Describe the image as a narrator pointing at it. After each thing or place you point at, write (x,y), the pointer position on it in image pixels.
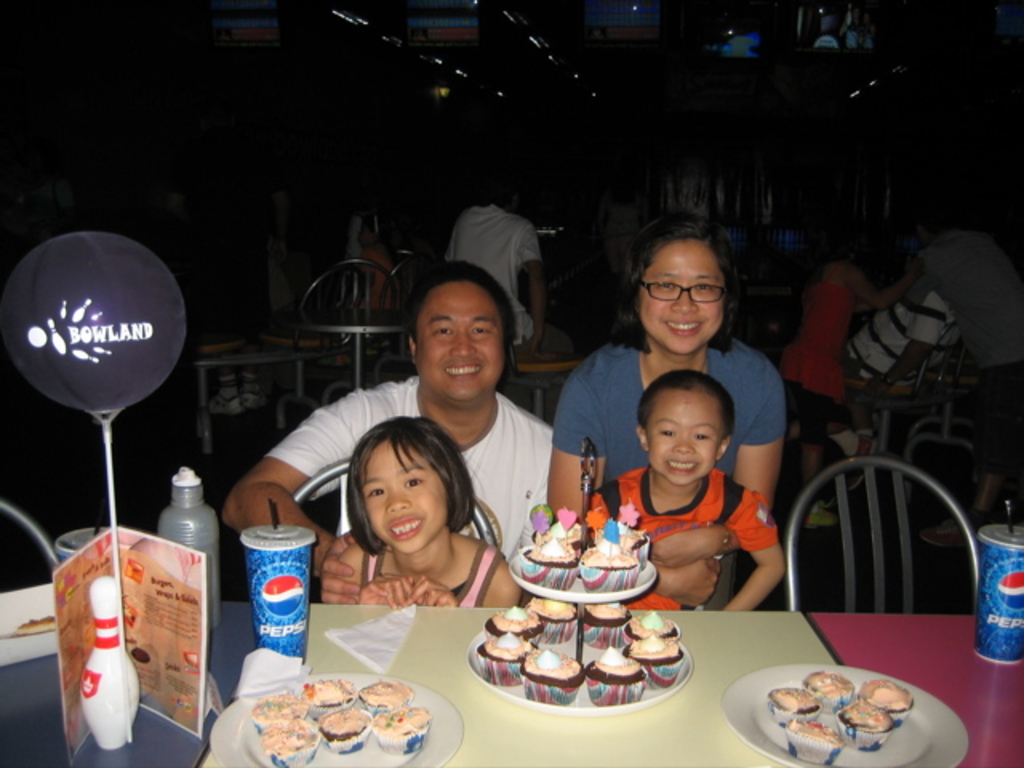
There is a group of people (471,396). They are sitting on a chairs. There is a table (775,631). There is a plate (583,590), balloon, cake (590,563), cupcakes (541,632) on a table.
